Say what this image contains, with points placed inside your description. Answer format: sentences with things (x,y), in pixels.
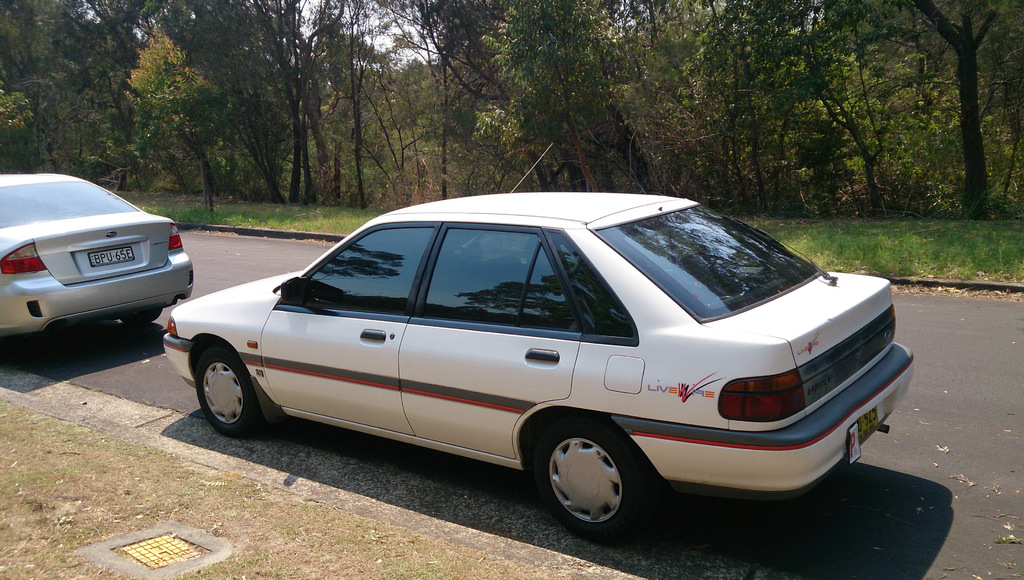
In this image I can see a car (445,393) which is white, black and red in color and another car (100,252) which is grey in color on the road (80,346). I can see some grass (864,257) and few trees (714,105) which are green and black in color. In the background (414,50) I can see the sky (429,46).
